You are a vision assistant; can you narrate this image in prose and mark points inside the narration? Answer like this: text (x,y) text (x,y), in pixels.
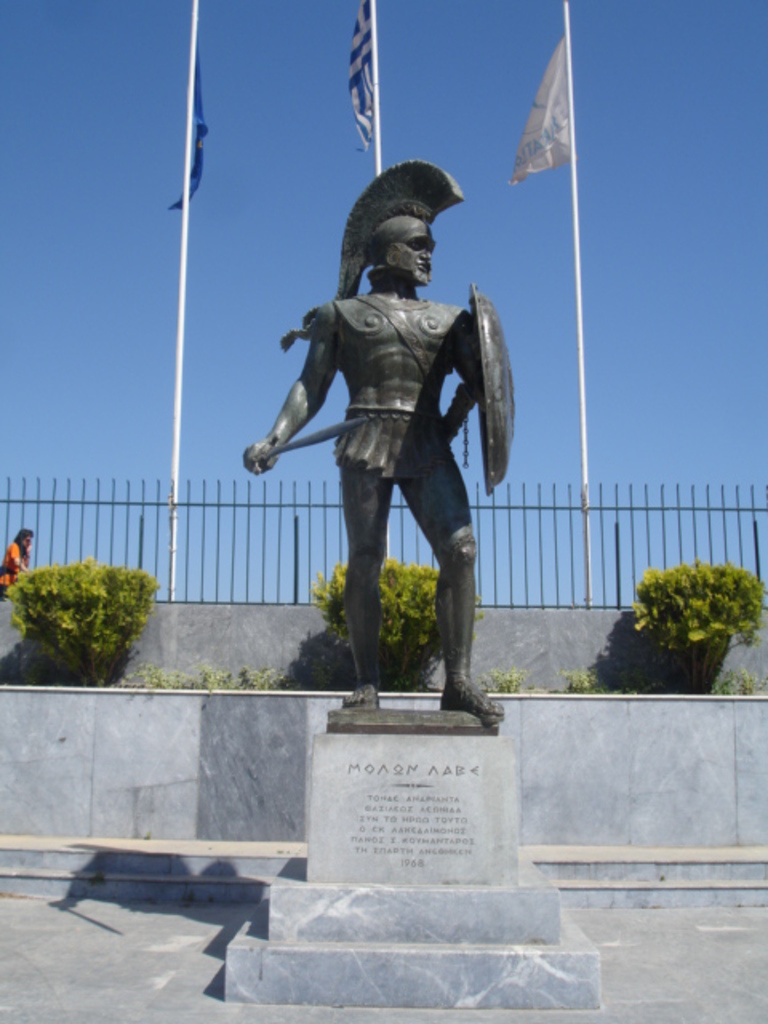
In the center of the image (467,407) we can see a statue (405,337) placed on the ground (605,969) with some text (453,847) on it. In the background (619,509), we can see three flags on poles (194,97), metal railing (204,563), plants (668,642), a person (29,556) standing and the sky (75,291).
